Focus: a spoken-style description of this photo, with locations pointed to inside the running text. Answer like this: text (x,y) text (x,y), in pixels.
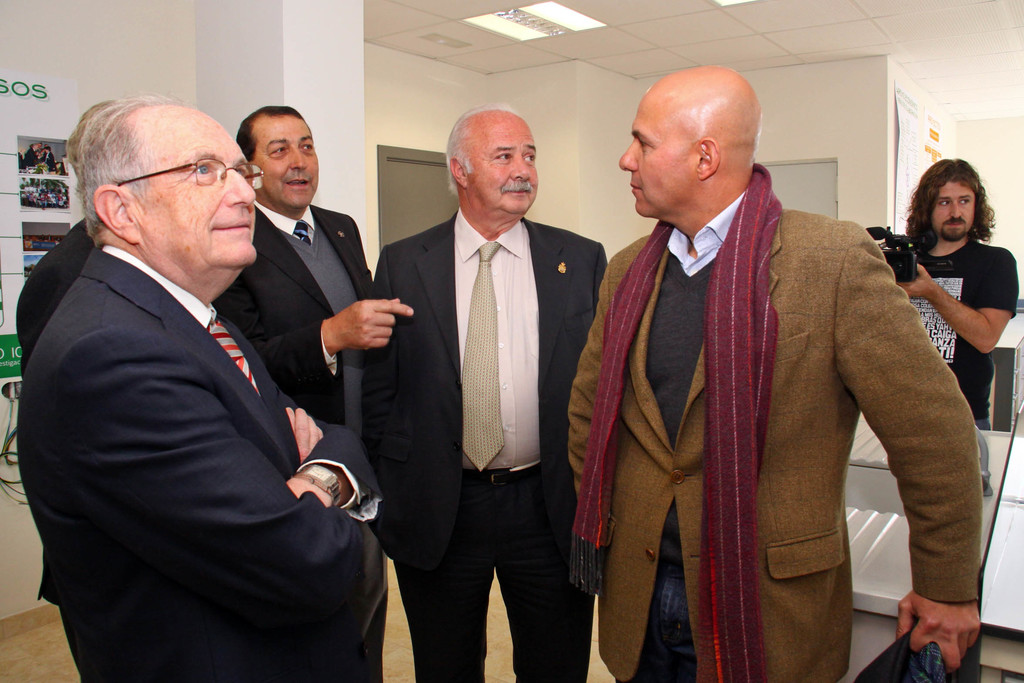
In this image we can see five men (496,316) standing on the floor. They are wearing a suit (573,324) and a tie (244,357). Here we can see a scarf (607,363). Here we can see a man (257,142) and looks like he is speaking. Here we can see a man (971,234) on the right side (978,273). He is wearing a black color T-shirt (974,266) and he is holding the camera (903,257) in his hands (930,291). Here we can see the lighting arrangement (570,10) on the roof (560,40).
